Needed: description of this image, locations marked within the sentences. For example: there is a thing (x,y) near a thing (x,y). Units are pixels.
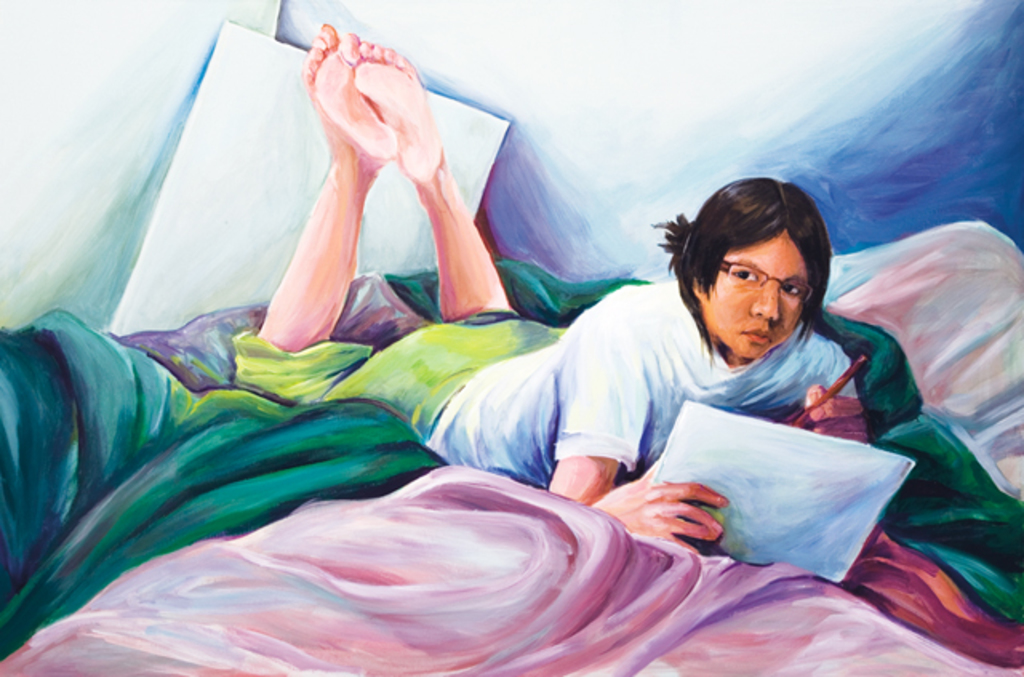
In this image, I can see a painting (561,468) of a person (567,457) lying on the clothes (25,455) and holding a paper (795,492) and pen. In the background (394,168) there is a board (230,141) and a wall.
